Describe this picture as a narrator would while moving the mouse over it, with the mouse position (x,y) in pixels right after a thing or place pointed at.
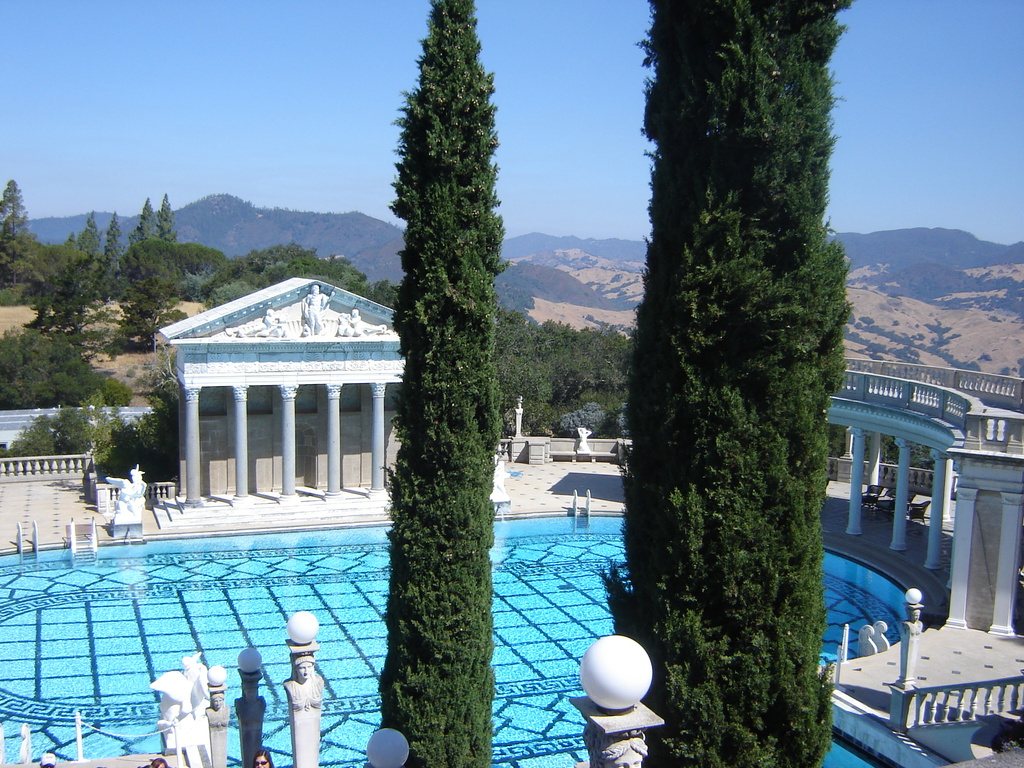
In the middle (410,267) these are the 2 big green trees (627,464) and there is a swimming pool (378,625). At the top (245,105) it's a sky (236,89).
